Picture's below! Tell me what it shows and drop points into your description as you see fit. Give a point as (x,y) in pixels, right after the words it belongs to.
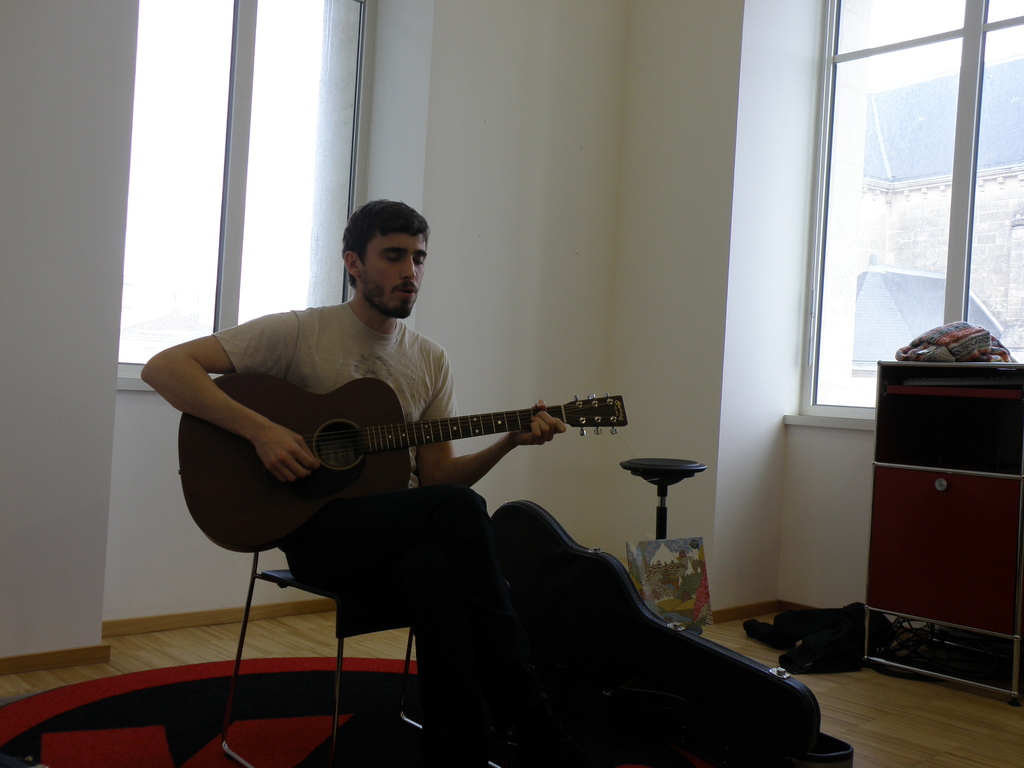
There is a person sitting on a chair (231,704). He is playing a guitar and he is singing. This is looking like a wooden drawer (1017,582) which is on the right side (1003,618) and this is a glass window (966,196).
